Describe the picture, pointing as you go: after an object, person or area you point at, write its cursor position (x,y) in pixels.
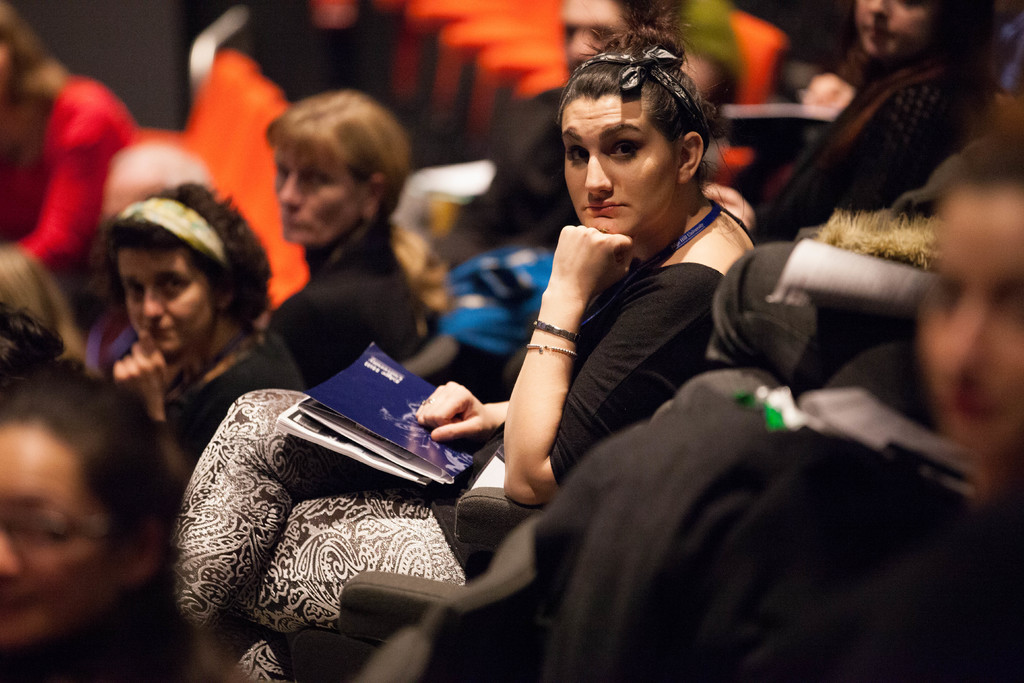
In this image I can see group of people (107,649) sitting, the person (664,357) in front (641,334) wearing black and white color dress (655,336) and holding a book (398,397) which is in blue color. Background (215,58) I can see chairs (215,126) in orange color.
